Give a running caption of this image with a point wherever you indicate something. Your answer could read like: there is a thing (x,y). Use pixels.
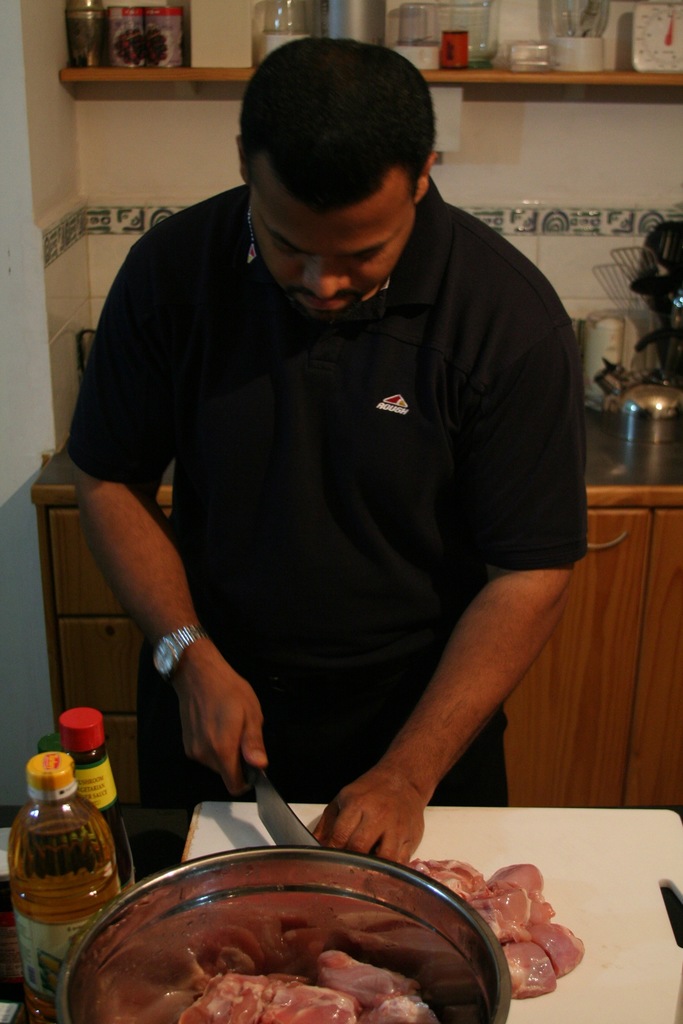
In this picture we can see man (277,532) standing and holding knife (284,825) in one hand (243,739) and chopping meat (448,877) and in front of him on table (155,825) we have bottles (90,813), vessel (186,902) with meat (370,1000) in it and in the background (96,122) we can see racks (136,80), wall (146,118).
